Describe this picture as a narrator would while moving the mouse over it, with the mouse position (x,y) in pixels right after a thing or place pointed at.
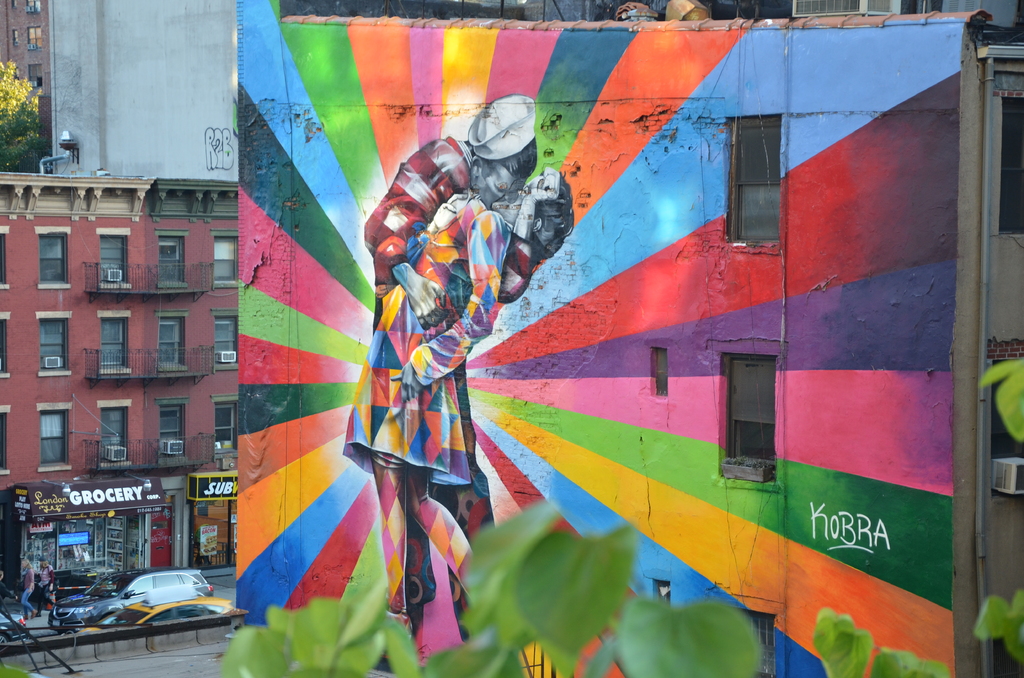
This is an outside view. Here I can see a wall (340,199) on which there is a painting (329,274) of two persons (464,288). At the bottom of the image (526,632) I can see the leaves (335,653). In the background (115,187) there are some buildings (136,174). On the left side (97,587), I can see few cars (111,610) on the road (35,625) and also few people (30,591) are walking.
